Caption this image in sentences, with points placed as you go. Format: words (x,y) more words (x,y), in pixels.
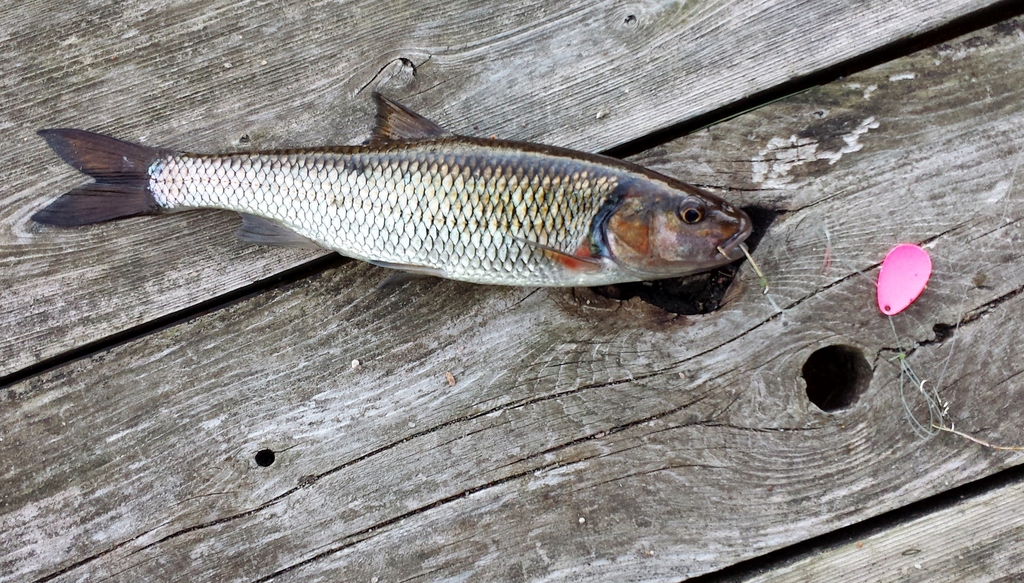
In this image we can see a fish (738,247) on the surface (580,83) which looks like a table (501,459) and also there is an object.
